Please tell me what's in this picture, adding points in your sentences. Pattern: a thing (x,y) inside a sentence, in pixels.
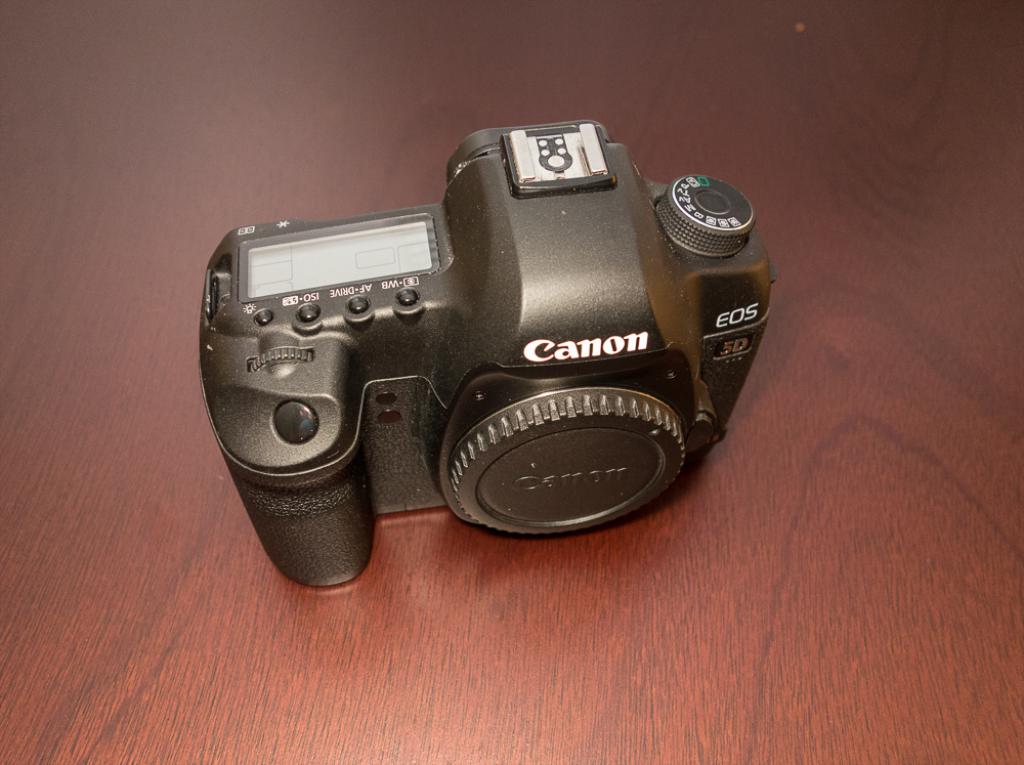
In this picture we can observe a camera (413,357) which is in black color. There is a lens cap (572,492) fixed to this camera (503,280). This camera (456,292) was placed on the brown color surface (278,634).
